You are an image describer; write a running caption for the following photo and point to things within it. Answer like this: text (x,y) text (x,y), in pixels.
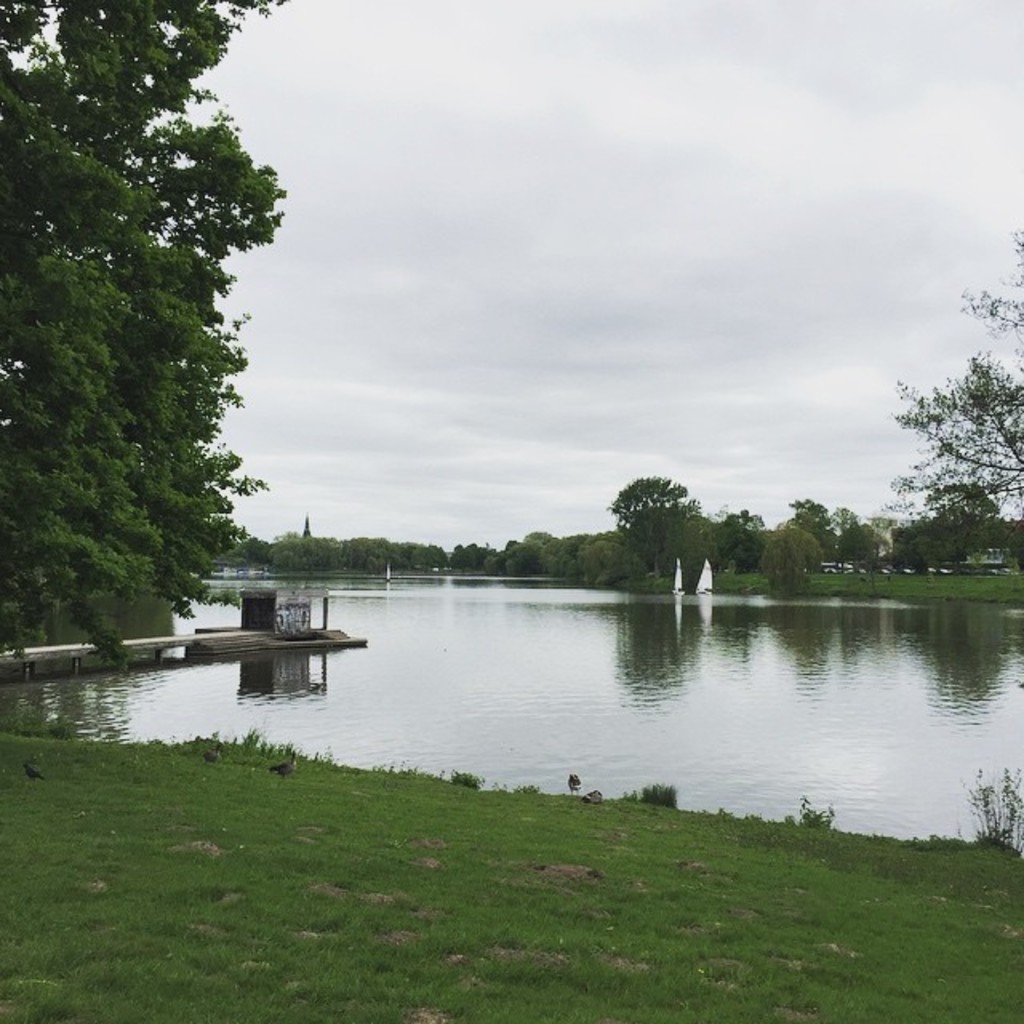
At the bottom (282,909) we can see grass (263,899) on the ground (207,773) and water (533,621) and on the left side (210,638) we can see a tree (13,500) and a platform (187,652). In the background (475,559) we can see boats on the water (380,671), trees (467,552), vehicles (1008,573), buildings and clouds (412,253) in the sky (363,507).
